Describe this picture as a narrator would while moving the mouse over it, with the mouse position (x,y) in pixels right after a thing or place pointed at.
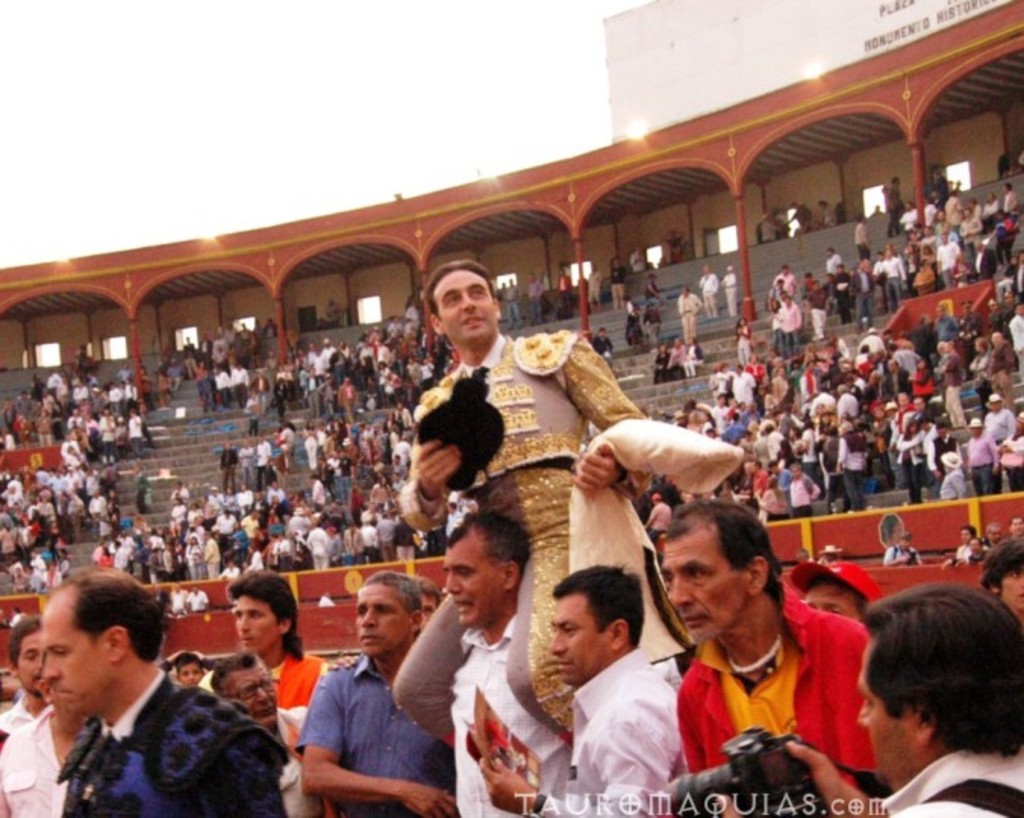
This picture is clicked outside. In the foreground (97,728) we can see the group of persons (689,687) and we can see another person (511,372) holding some objects (483,428) and sitting on the shoulders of another person (489,689). In the background (256,384) we can see the sky (207,118), group of persons (277,433) and we can see the stairway (192,415) and some other objects (954,545). In the bottom right corner (795,801) we can see the text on the image.
